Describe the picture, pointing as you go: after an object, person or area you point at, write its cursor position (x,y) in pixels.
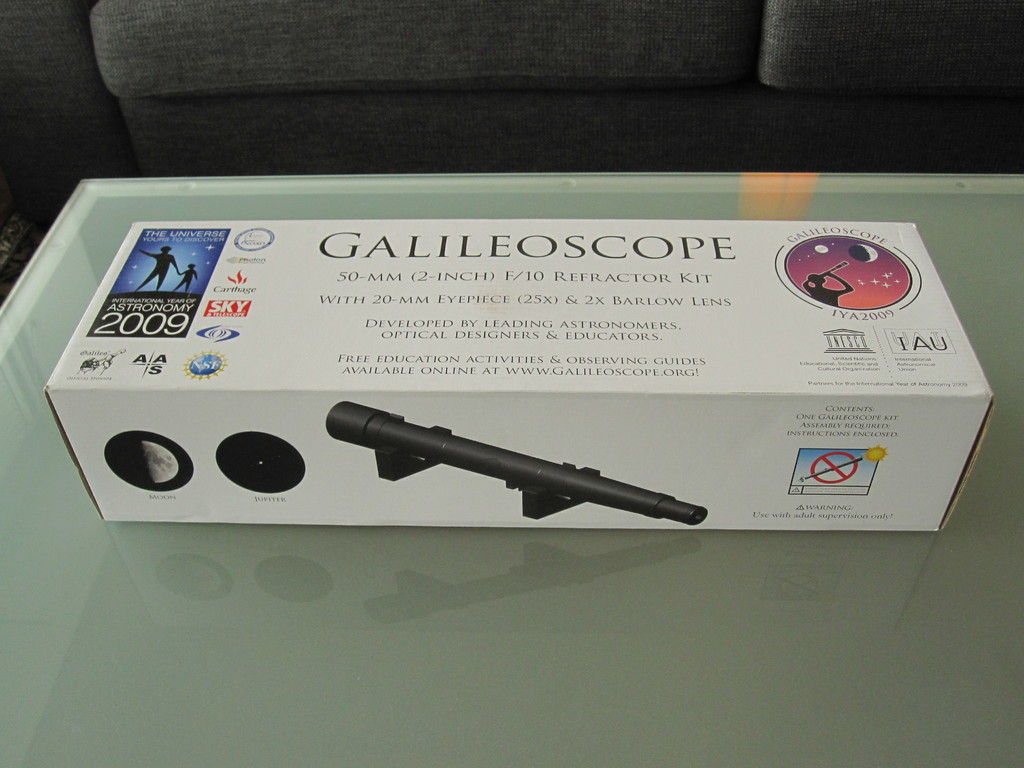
In this picture I can see a box (381,300) on which there are few pictures (168,256) and I see something is written and this box (422,339) is on the white color surface (211,206). In the background (385,99) I can see the black color things (572,67).
